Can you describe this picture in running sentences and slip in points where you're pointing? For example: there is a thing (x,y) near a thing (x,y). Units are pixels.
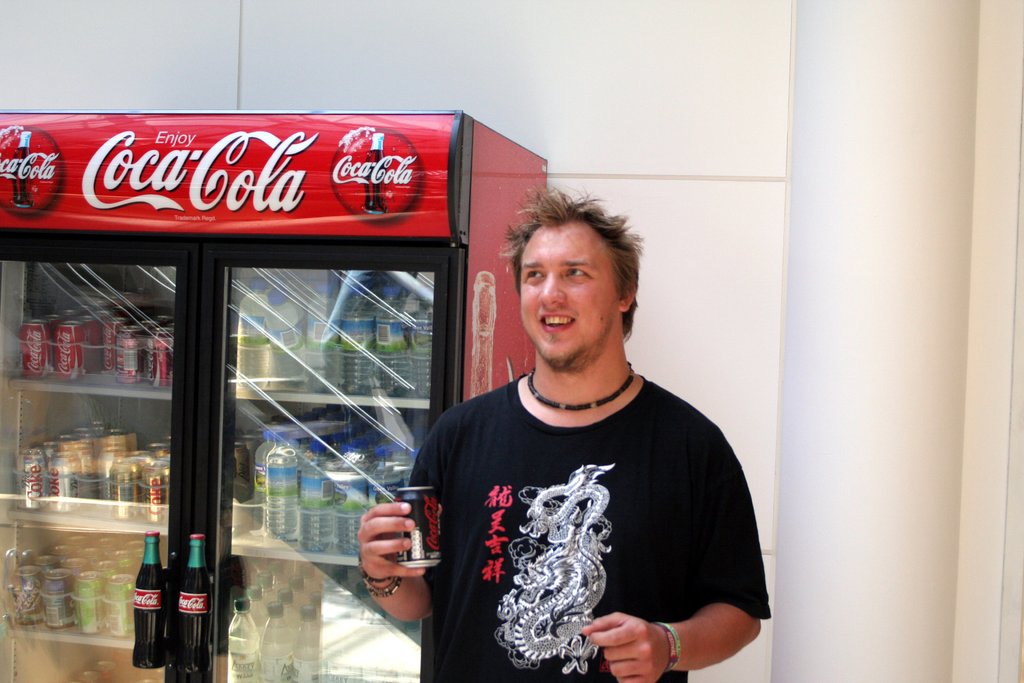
This picture is clicked inside. In the center (630,421) there is a man (552,424) wearing black color t-shirt (555,464), holding a can (429,515), smiling and standing. On the left (129,145) we can see a red color refrigerator (346,395) containing cans (110,360), water bottles (265,510) and bottles (200,627) of drinks (249,611) and we can see the text (178,172) on the refrigerator (333,158). In the background (527,49) there is a wall (788,42) and a pillar (840,316).
